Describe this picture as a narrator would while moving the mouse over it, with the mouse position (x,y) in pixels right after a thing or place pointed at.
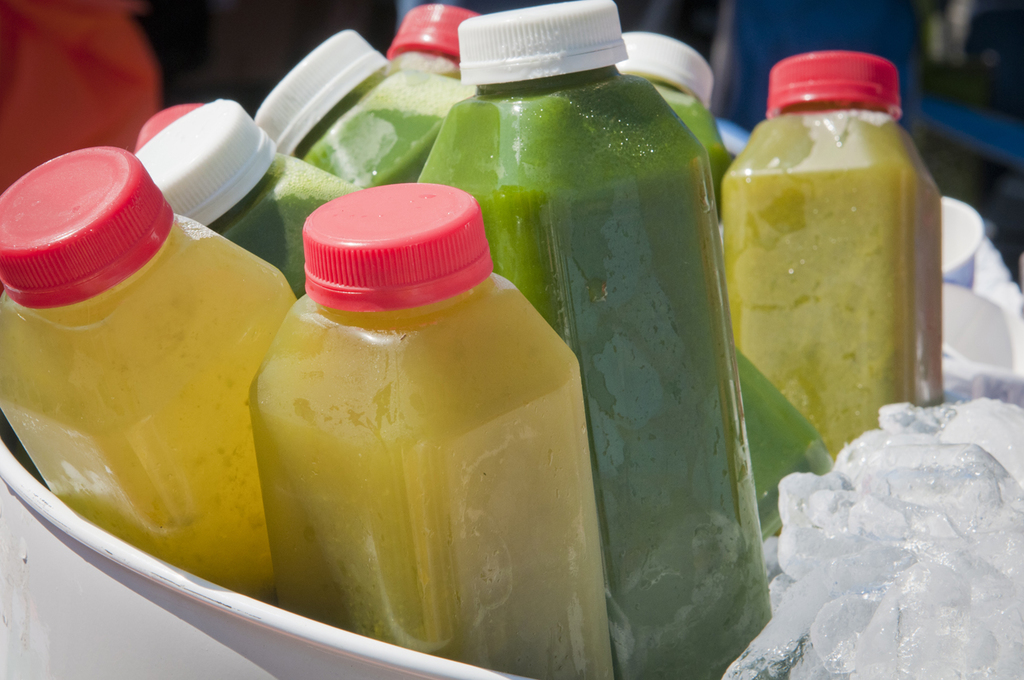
In this image there are group of bottles (467,192) and all bottles (447,343) are filled with some drink (514,391), and beside the bottles (682,439) there is some ice (952,533).
